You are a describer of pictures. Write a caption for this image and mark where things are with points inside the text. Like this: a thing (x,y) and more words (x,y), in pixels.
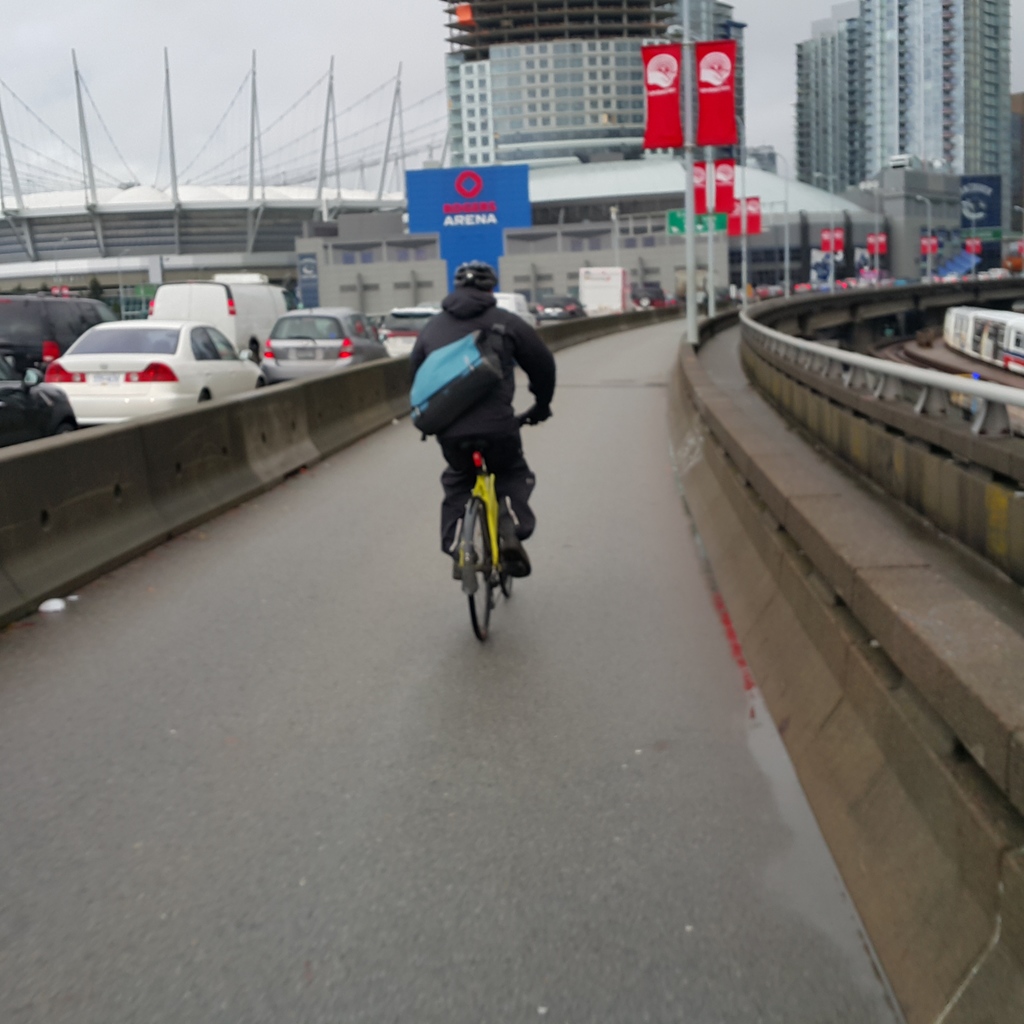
In the image we can see there is a person (525,344) sitting on the bicycle (487,501), he is carrying backpack (443,379) and he is wearing helmet (477,285). There are cars (120,383) parked on the road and behind there are buildings (954,74). There are banners (662,131) kept on the pole (690,56).
